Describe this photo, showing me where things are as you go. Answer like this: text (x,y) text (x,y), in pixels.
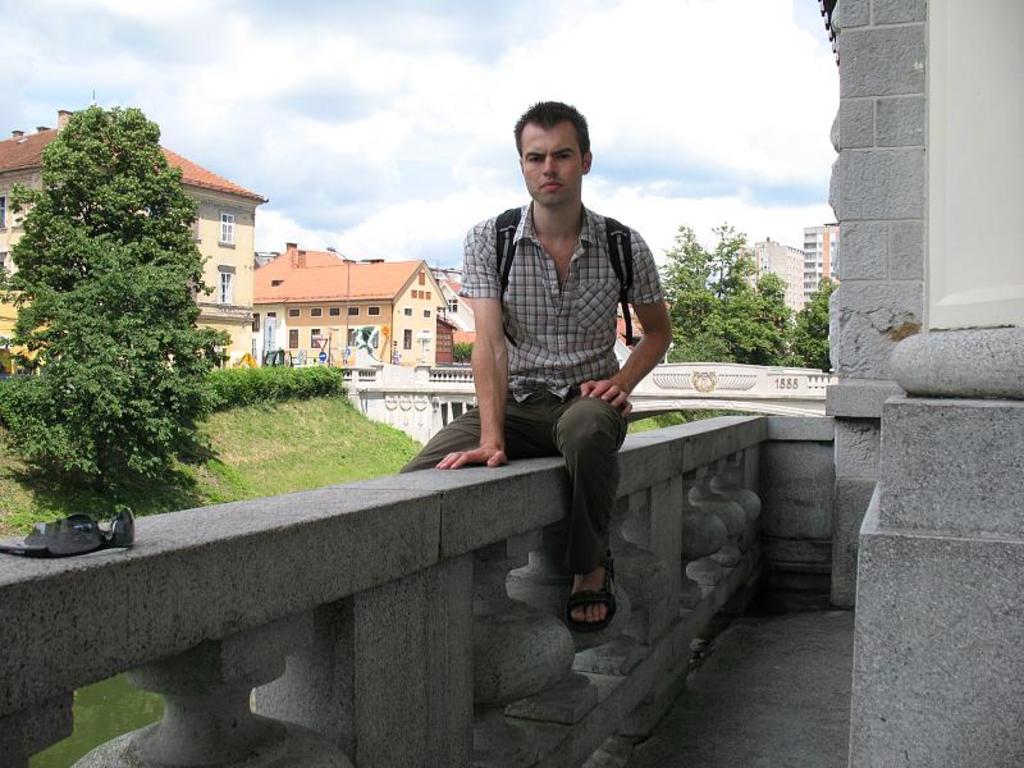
In this image I see a man (547,281) who is sitting on this thing and I see that he is wearing a shirt (540,271) and I see the shades (67,529) over here. In the background (10,510) I see the grass (255,468) and I see number of trees (817,294) and I see number of buildings (396,271) and I see the sky (585,94).
